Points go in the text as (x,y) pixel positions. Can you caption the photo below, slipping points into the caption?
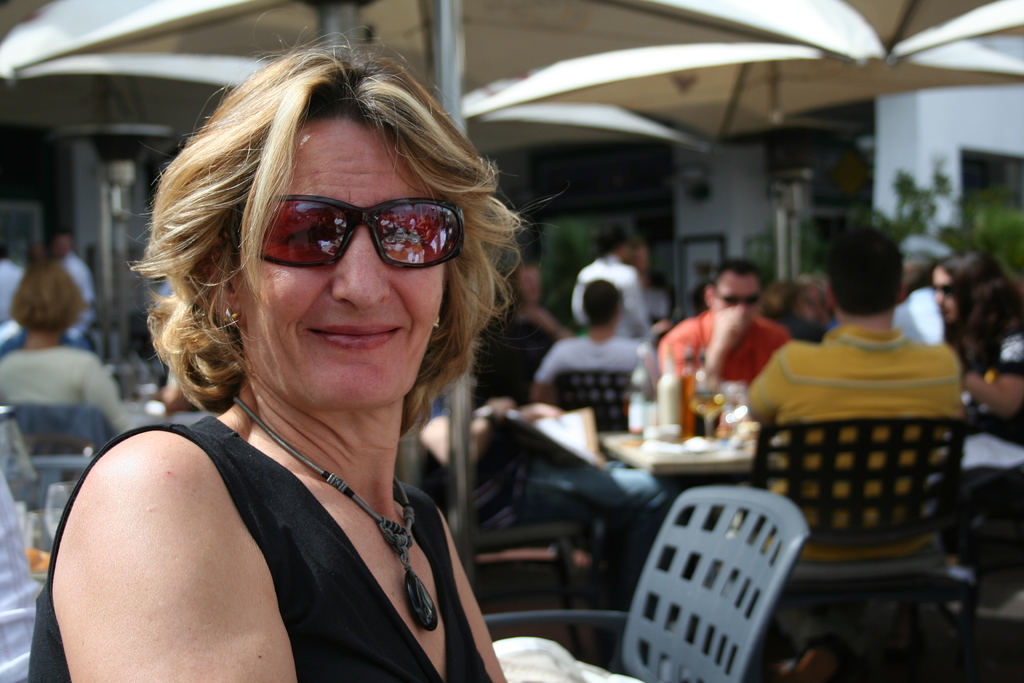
In this picture we can see a woman (182,495) wearing a black top (329,638) and sunglasses (429,215) smiling and giving a pose into the image. Behind we can see many people (813,441) sitting on a chair (763,438) and having lunch (719,407), Above we can see umbrella roofing (158,17).
